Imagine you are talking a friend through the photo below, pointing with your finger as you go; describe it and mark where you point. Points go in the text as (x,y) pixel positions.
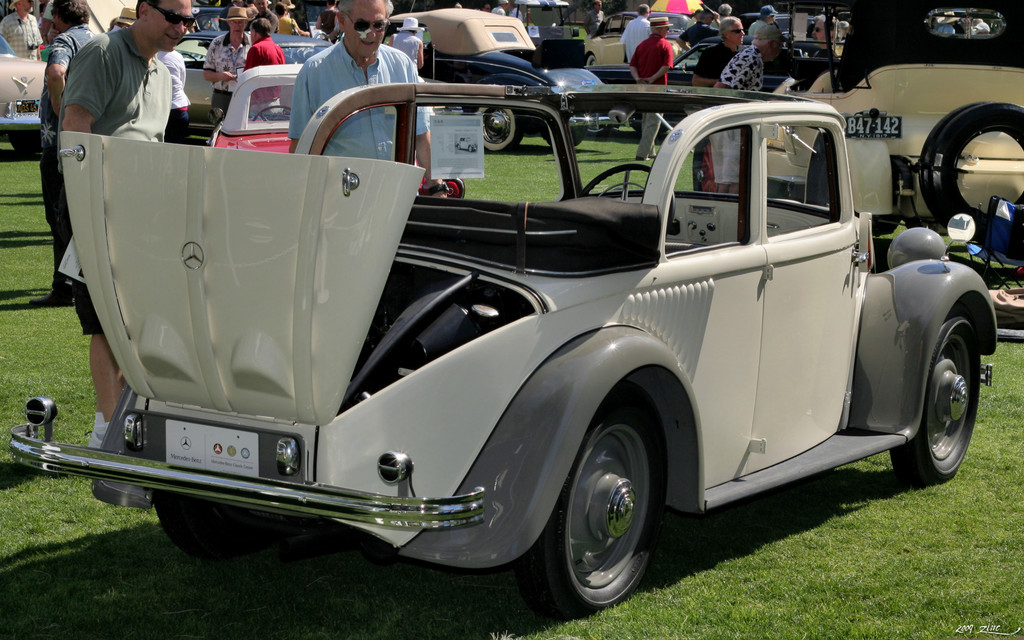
In this image we can see a few people (107,95) and vehicles (229,253) on the ground (748,517), also we can see an umbrella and the grass (820,594).
